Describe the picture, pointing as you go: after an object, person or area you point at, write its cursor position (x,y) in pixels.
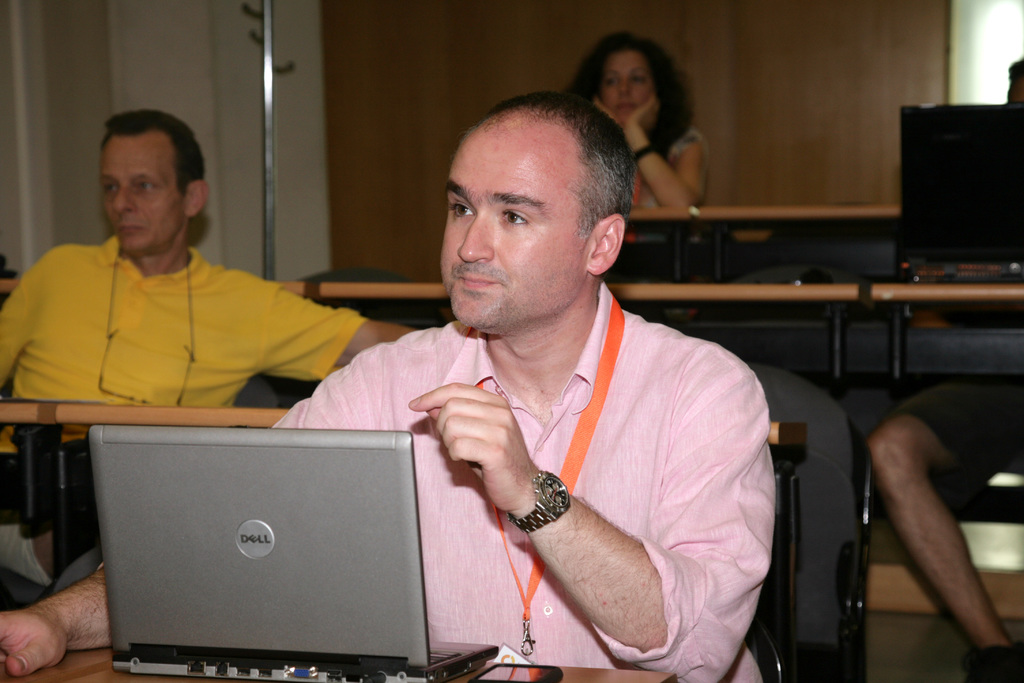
There are many people (522,268) sitting on chairs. Person (507,377) in the front (562,411) is wearing a tag (580,441) and watch (551,511). In front of him there is a wooden surface (116,677). On that there is a mobile (541,681) and a laptop (199,563). On the left side (139,365) there is a person (157,292) with specs (194,356). In the back (510,91) there is a wall (843,62) and a steel rod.
